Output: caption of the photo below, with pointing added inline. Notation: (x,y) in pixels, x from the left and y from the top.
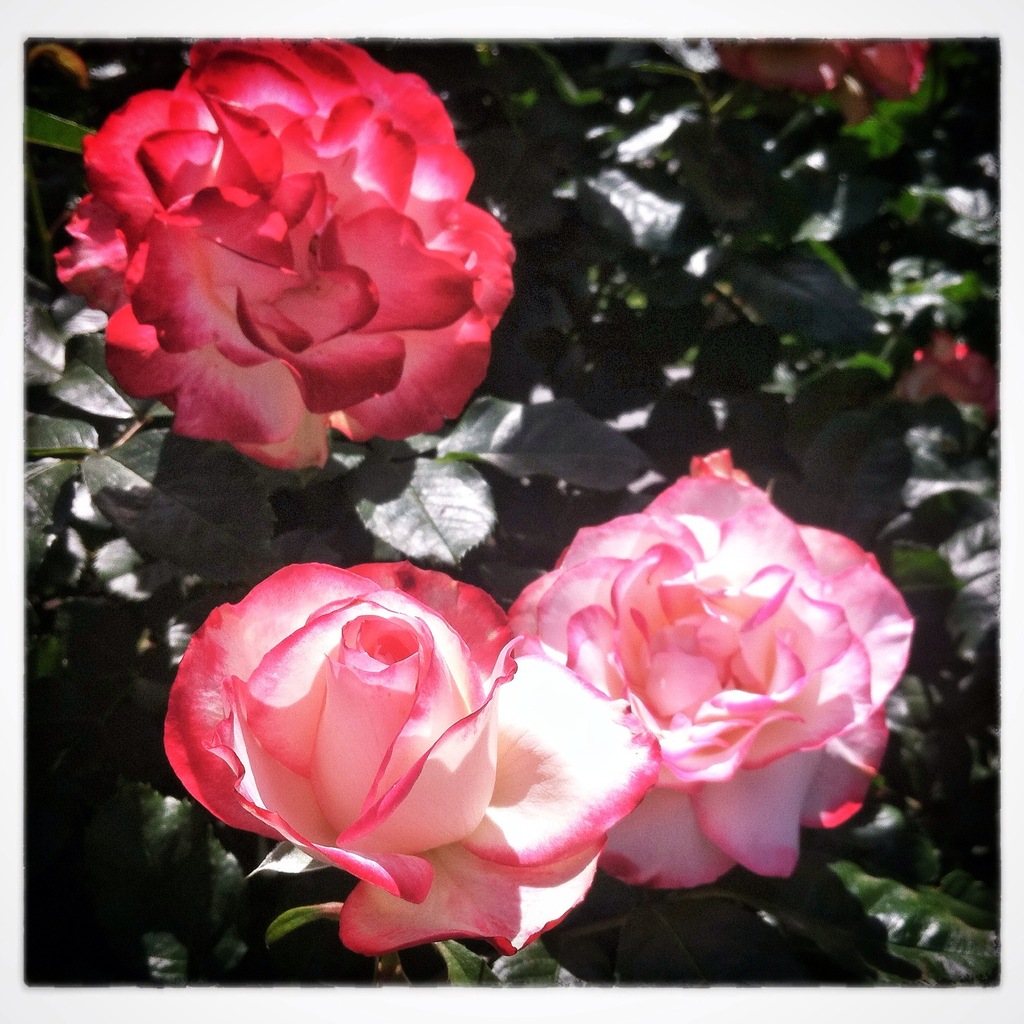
In this picture we can see three flowers (762,687) in the front (388,386), in the background (544,378) there are some leaves (446,489).
